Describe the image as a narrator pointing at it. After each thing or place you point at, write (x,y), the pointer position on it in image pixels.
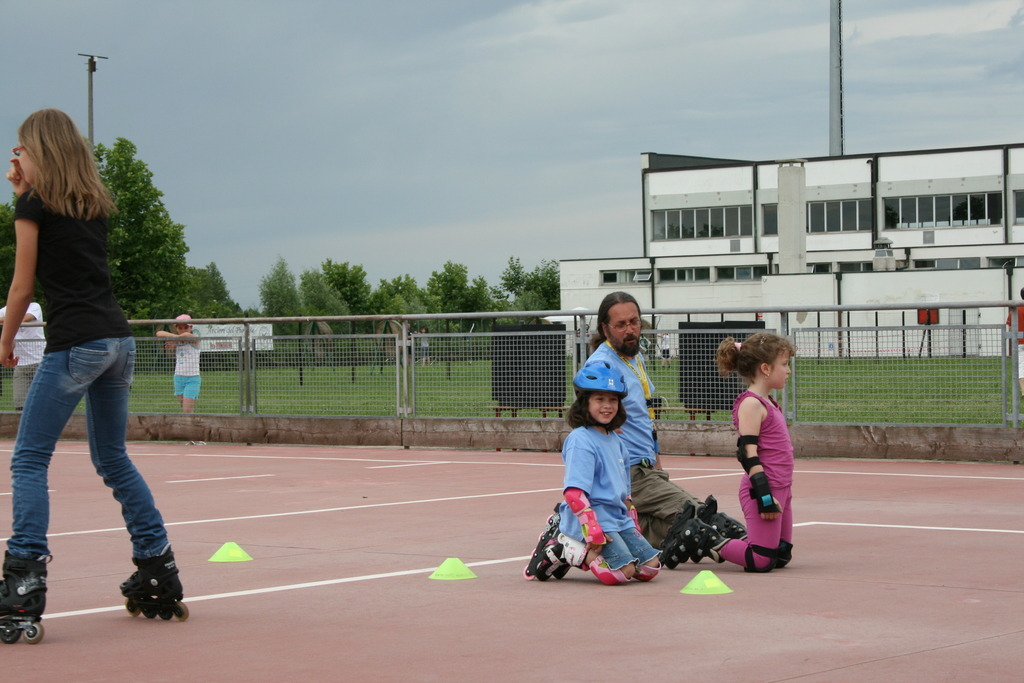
This picture is clicked outside. On the left (104,214) there is a person (54,228) wearing black color t-shirt (72,253) and skating on the ground (144,637) and we can see the group of persons (26,332) standing. On the right (780,492) we can see the group of persons (626,392) wearing roller skates (669,536) and kneeling on the ground (529,608). In the background (497,50) there is a sky (251,190), trees (335,274), mesh (345,346), metal rods (536,332), buildings (752,248) and some other objects (527,345).
